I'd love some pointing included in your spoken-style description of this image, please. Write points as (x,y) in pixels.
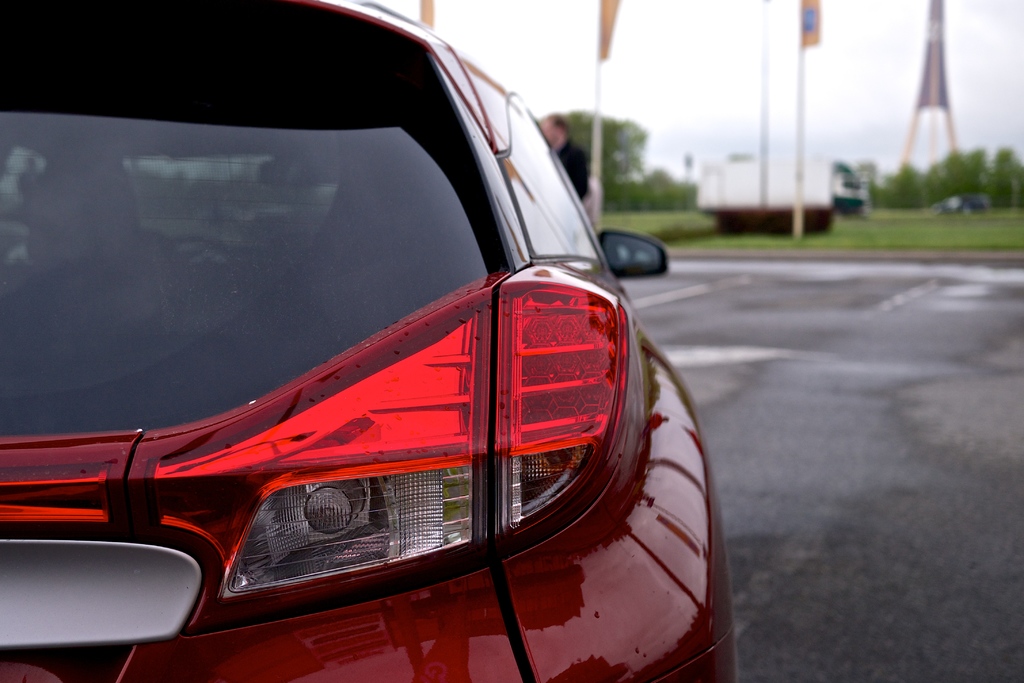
In this image we can see a car (125,324) which is truncated. Here we can see road (768,343), poles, flags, tower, trees (574,131), vehicle (972,208), and an object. In the background (823,72) there is sky (784,157).
